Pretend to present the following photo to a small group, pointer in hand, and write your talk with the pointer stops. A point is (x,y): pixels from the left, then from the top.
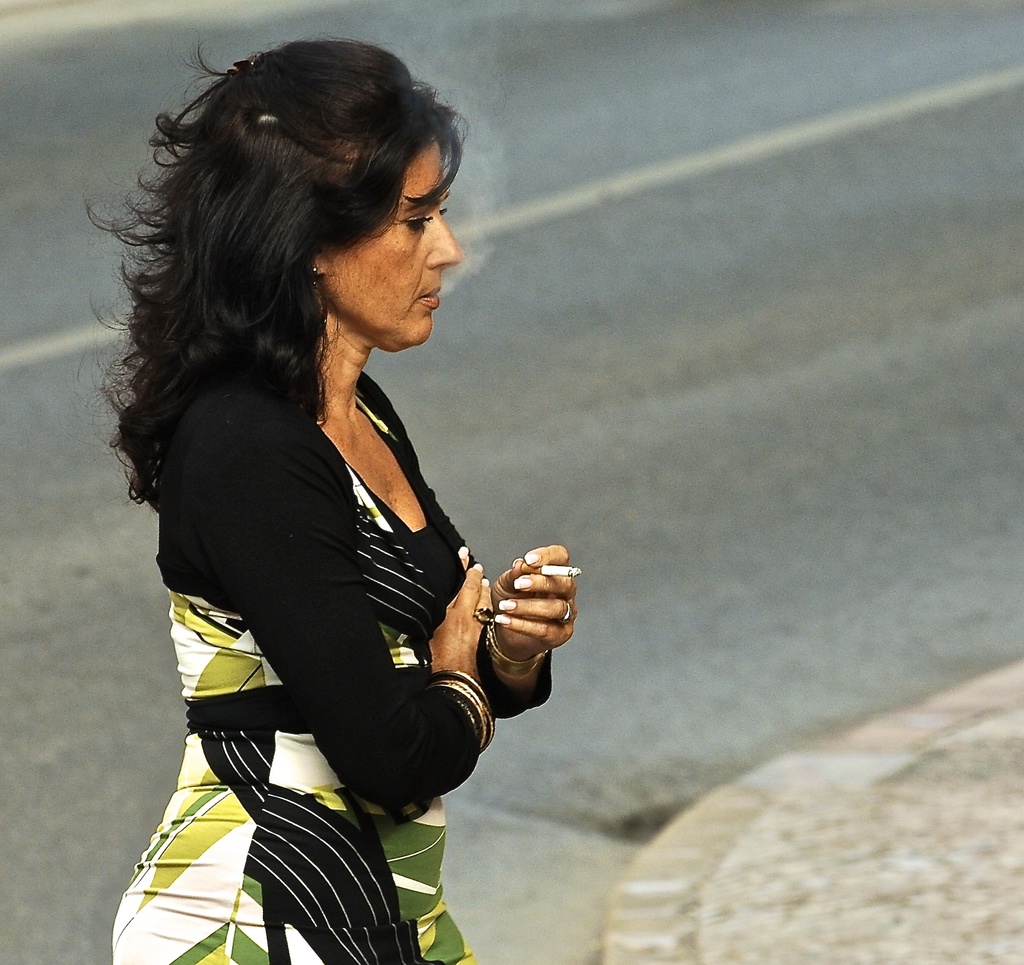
In this image we can see a woman (402,652) standing and smoking, also we can see the road (754,281).
